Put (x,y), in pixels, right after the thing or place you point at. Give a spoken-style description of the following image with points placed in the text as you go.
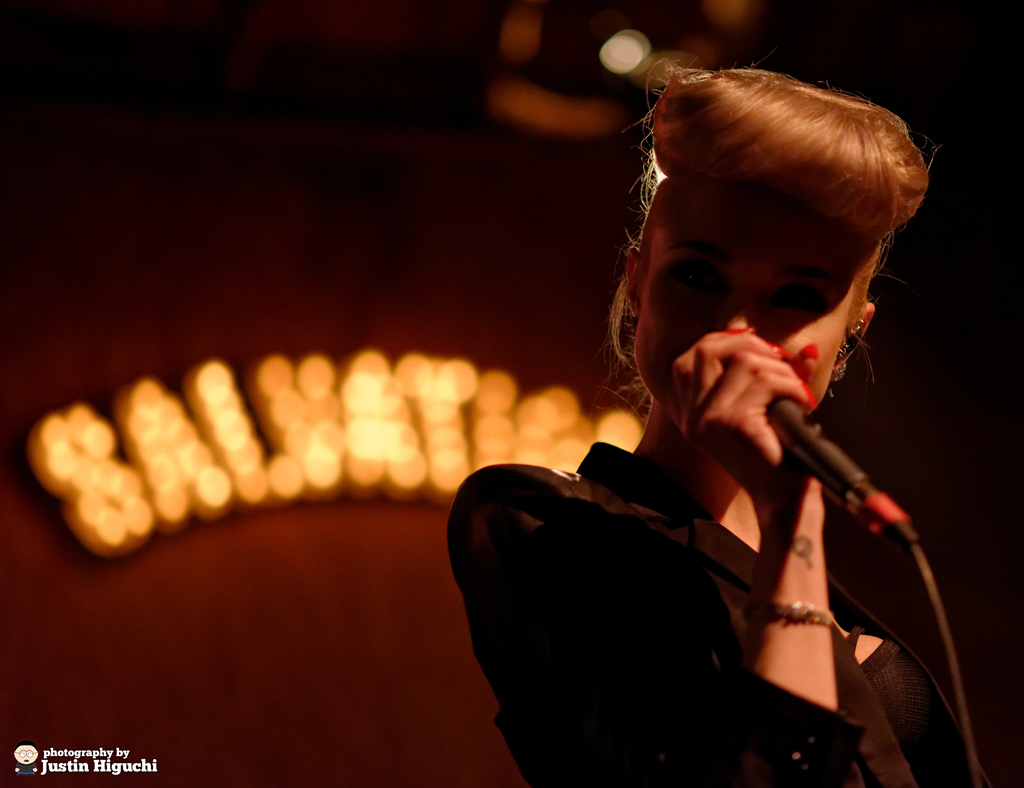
In this image we can see a woman (556,530) holding a mic (866,515). On the backside (451,287) we can see some text (155,479) on a wall (219,561) with some lights (305,398).
